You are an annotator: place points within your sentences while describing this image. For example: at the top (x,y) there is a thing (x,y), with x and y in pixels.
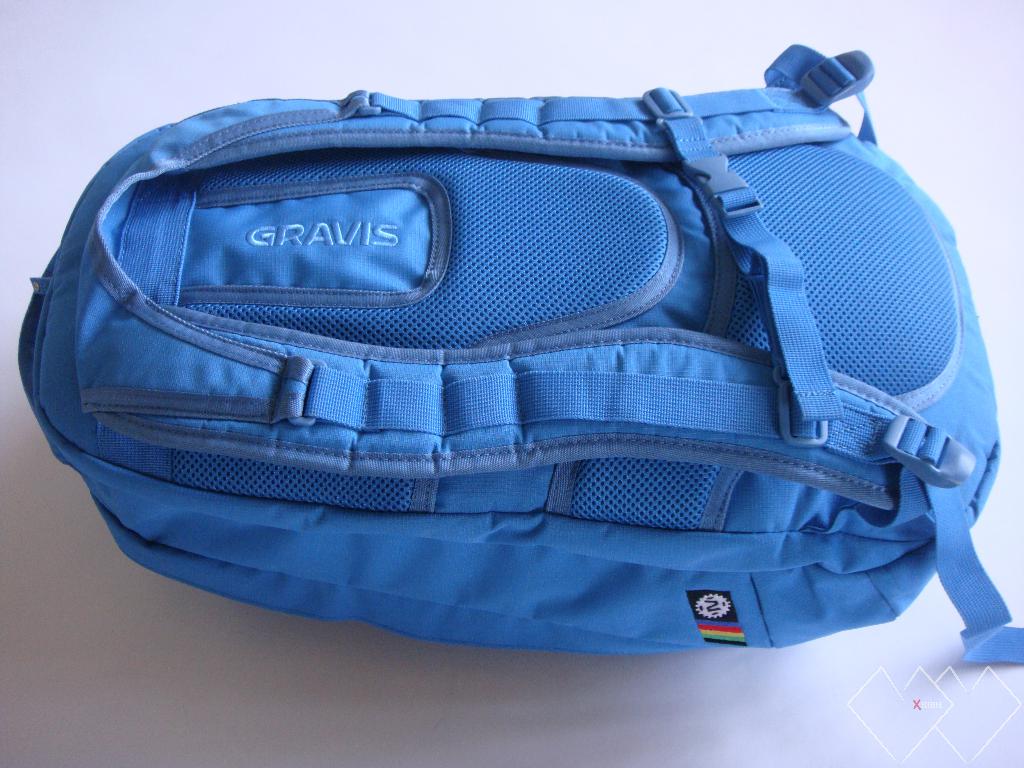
In this image I can see a blue colored back pack bag (531,291) with a clutch (733,195) and there is a colored label (724,614) attached to the bag (703,584).
